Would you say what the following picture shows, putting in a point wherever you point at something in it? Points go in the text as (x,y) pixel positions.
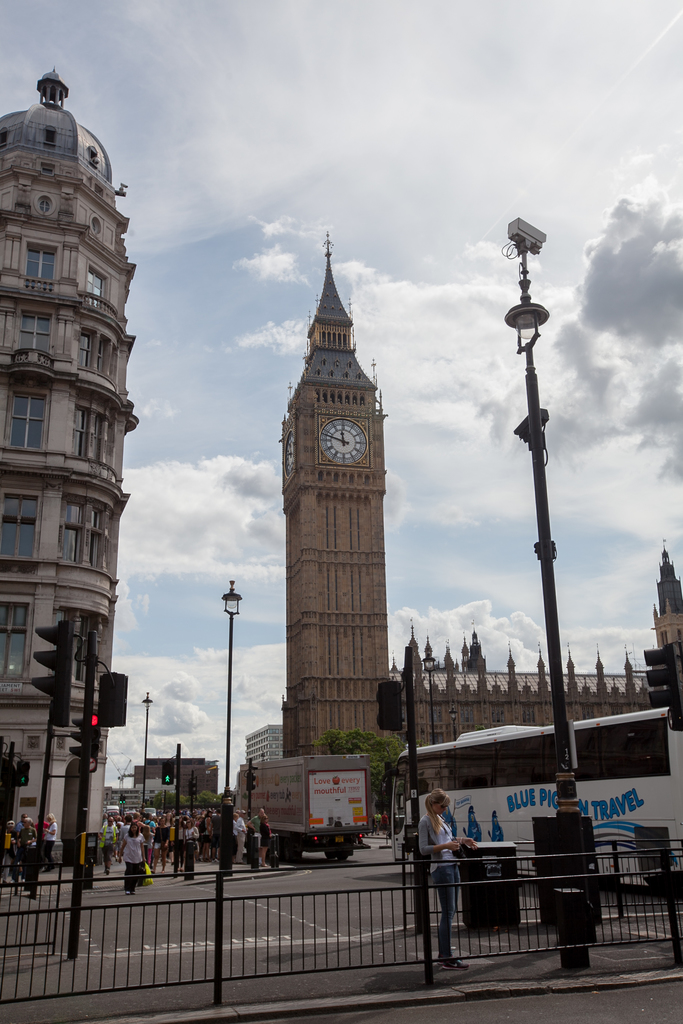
Here at the bottom (118,684) we can see fence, poles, traffic signal poles (108,718) and a woman (454,877) standing on the road (371,868). In the background (152,764) there are few people (145,816), vehicles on the road (364,875), buildings (312,744), windows (18,400), poles (3,820), traffic signal pole (4,809), a clock (349,450) on the tower (354,615) and clouds (644,296) in the sky (471,250).
